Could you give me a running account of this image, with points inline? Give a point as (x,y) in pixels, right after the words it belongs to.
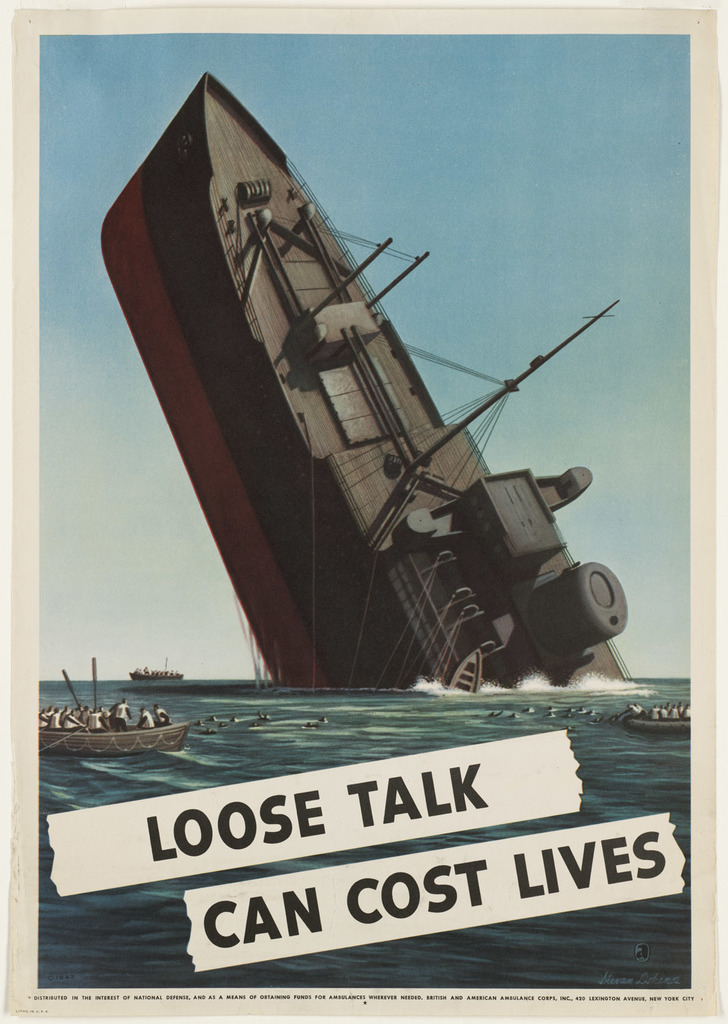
This is the poster (492,607) where we can see ship (490,633) and boats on the surface of water (589,746). And some text (354,913) written on it.
